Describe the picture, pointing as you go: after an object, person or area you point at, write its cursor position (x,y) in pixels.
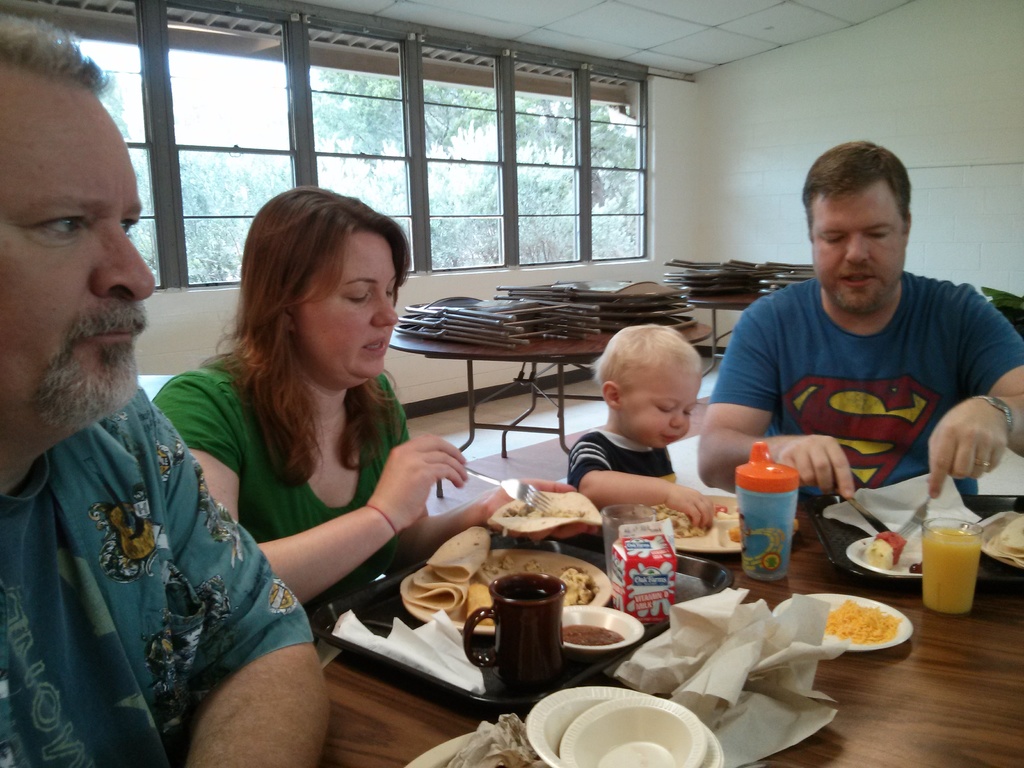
In this image there are four persons (537,486) sitting in the middle of this image (356,317). the first person (873,366) is at right side of this image (916,359) is wearing blue color t shirt (819,372) and holding fork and knife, and the second person (628,464) is sitting in middle of this image (619,474) and the third person (362,448) is at left side of this image (305,443) is wearing green color t shirt (227,429) and one more person (154,513) is at left side of this image (101,499). There is a table (398,700) at bottom of this image (858,713). there are some objects (932,561) like glass (944,588) and bottles (760,511), coffee cups (504,624) and some bowls (640,707) and papers (691,644) are kept on this table (343,763) and there are some tables (500,353) in middle of this image (524,363) as well and there is a window (386,147) at top of this image (379,135) and there are some trees (400,139) in the background (454,200) and there is a wall (916,236) at right side of this image (929,182).
